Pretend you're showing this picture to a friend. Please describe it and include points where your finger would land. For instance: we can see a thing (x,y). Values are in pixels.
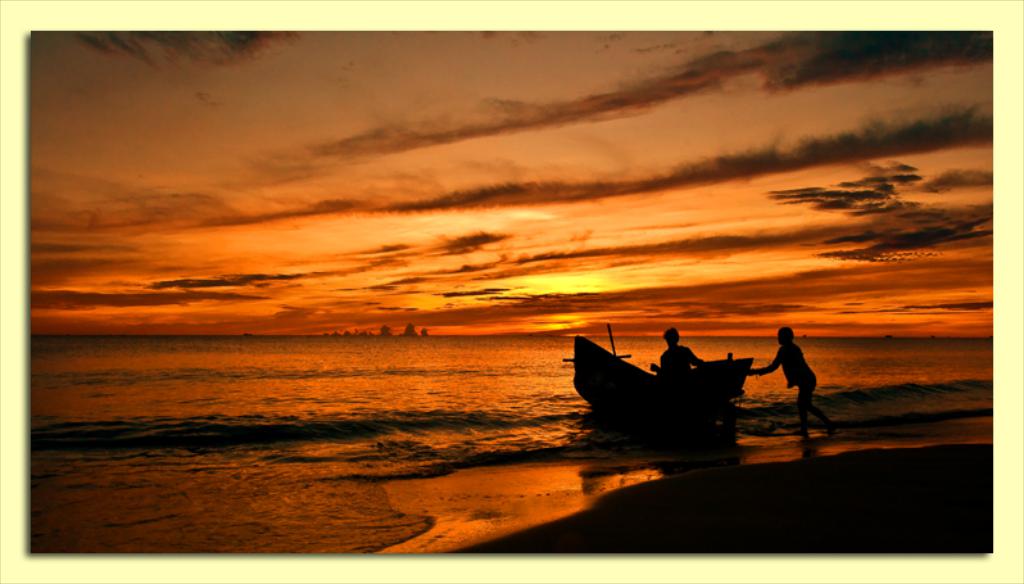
In this image we can see a person (678,378) sitting in a boat (745,375) and a person (803,379) standing behind it and the background of the image (466,379) there is water (266,339) and orange color sky (456,234).
